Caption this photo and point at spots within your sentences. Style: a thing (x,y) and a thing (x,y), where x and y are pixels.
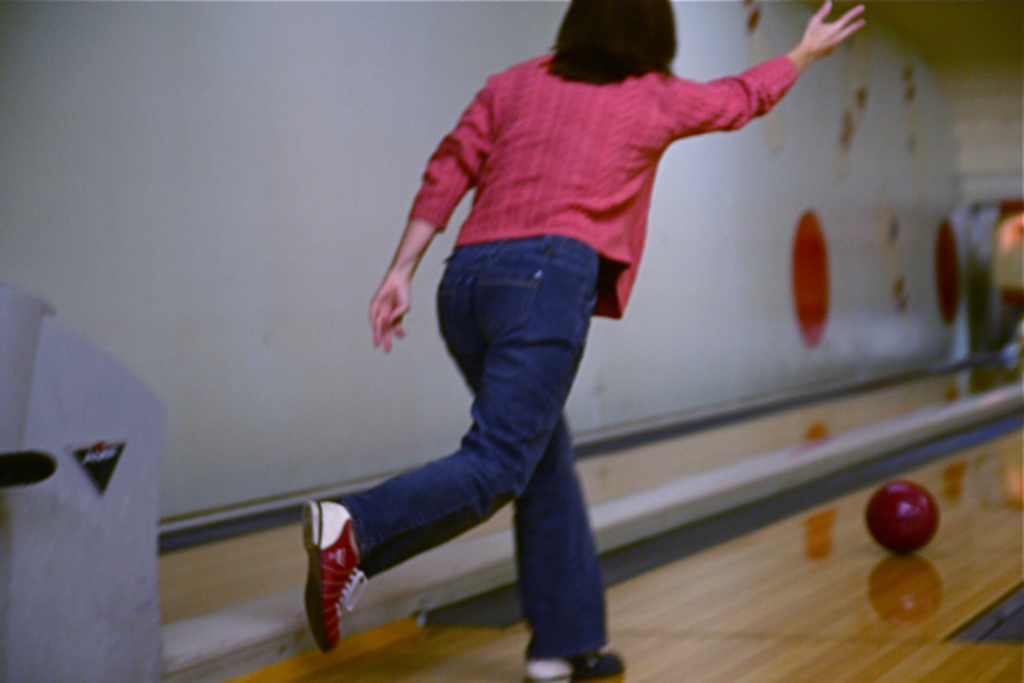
In this image we can see a lady (563,454). At the bottom of the image (782,644) there is a wooden flooring (763,615). There is ball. In the background of the image (414,389) there is wall (780,342).
